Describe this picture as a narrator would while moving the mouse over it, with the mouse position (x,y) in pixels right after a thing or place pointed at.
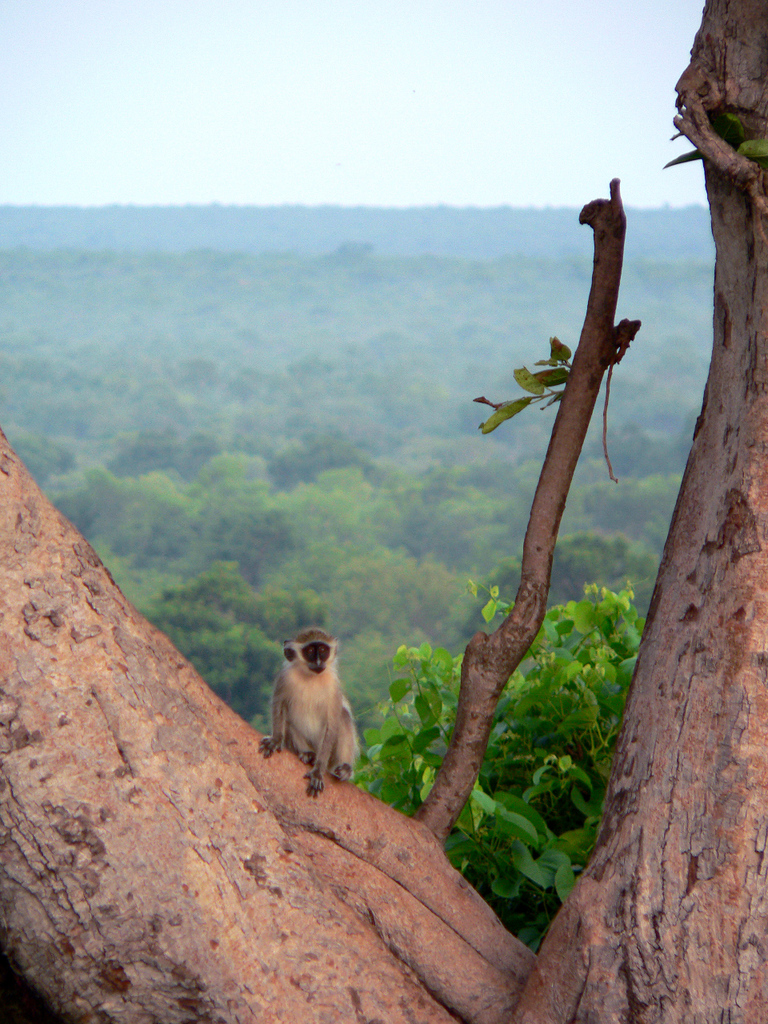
In the center of the image (305,673) we can see a monkey (328,761) is present on a tree (297,856). In the background of the image (336,554) we can see the trees (413,388). At the top of the image (437,62) we can see the sky (507,122).
